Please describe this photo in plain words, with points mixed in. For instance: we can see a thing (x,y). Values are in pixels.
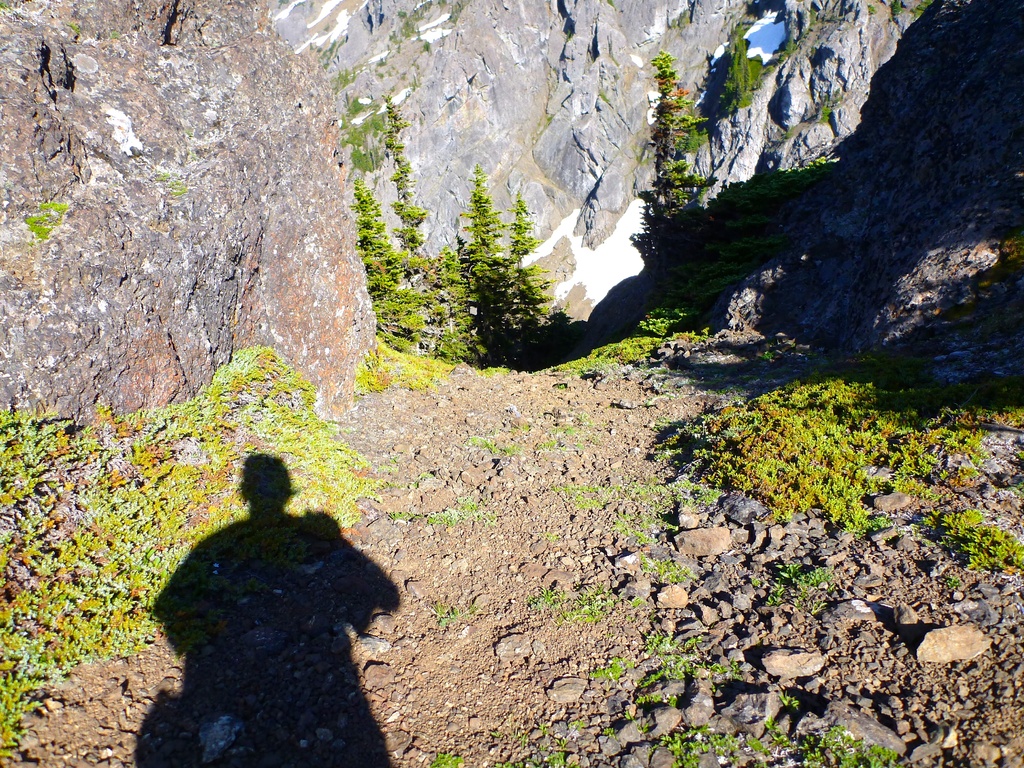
This image is taken outdoors. At the bottom of the image (580,623) there is a ground (470,628) with grass (182,476) on it and there are many pebbles (617,506) on the ground (617,506). There is a shadow (238,623) of a person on the ground (297,525). In the background (545,140) there are many hills (620,83) and rocks (521,149). There are a few trees (484,261). Those hills (593,193) are covered with snow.
